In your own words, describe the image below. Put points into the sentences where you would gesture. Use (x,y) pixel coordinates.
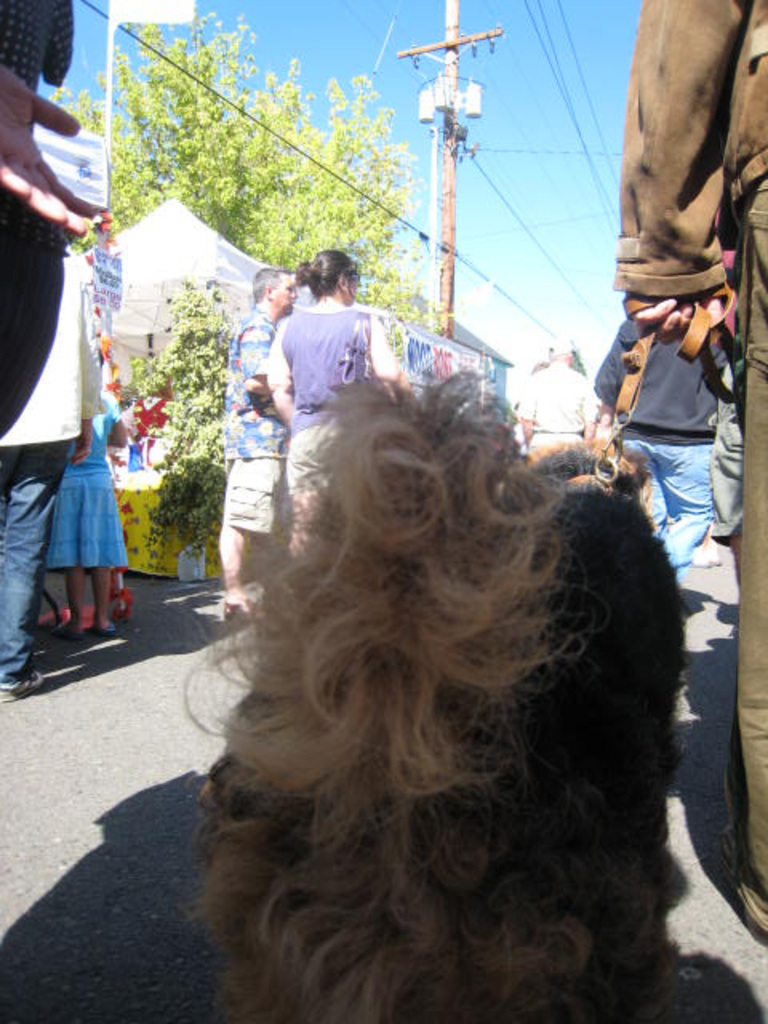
There is a dog (472,653) at the bottom of this image (456,806). There are some persons (300,433) standing as we can see in the middle of this image (270,381). There are some trees (182,326) in the background (371,277). There is a current pole (450,132) at the top of this image (464,104).
